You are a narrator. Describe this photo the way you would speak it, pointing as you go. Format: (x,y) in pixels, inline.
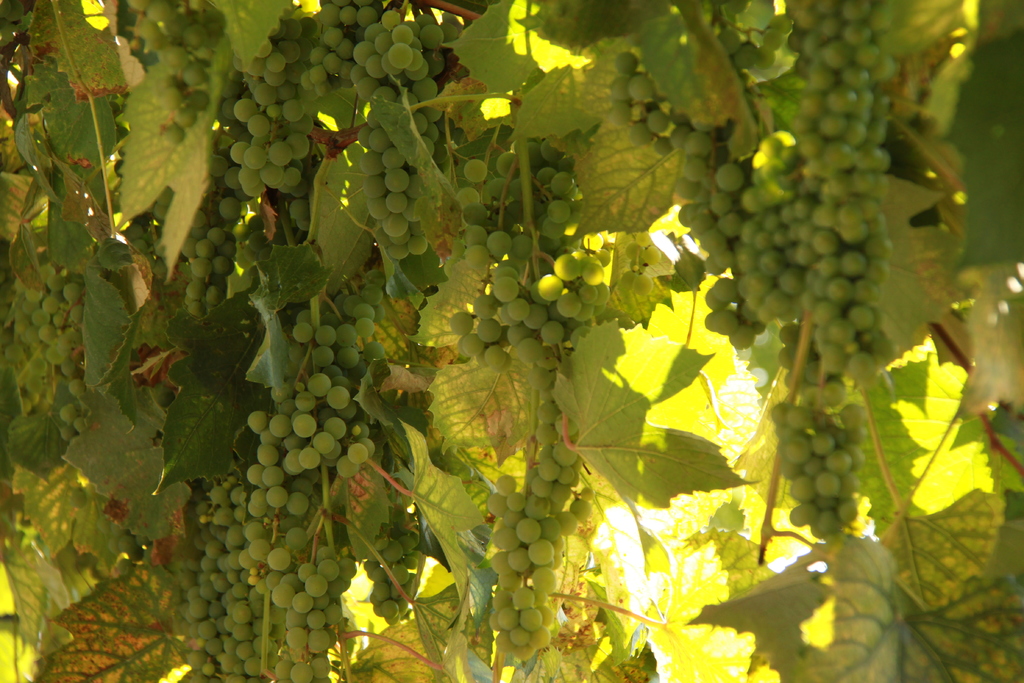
There is a plant (118,99) having green color grapes (286,386) and green color leaves (662,303). And the background (730,395) is green and yellow in color.
